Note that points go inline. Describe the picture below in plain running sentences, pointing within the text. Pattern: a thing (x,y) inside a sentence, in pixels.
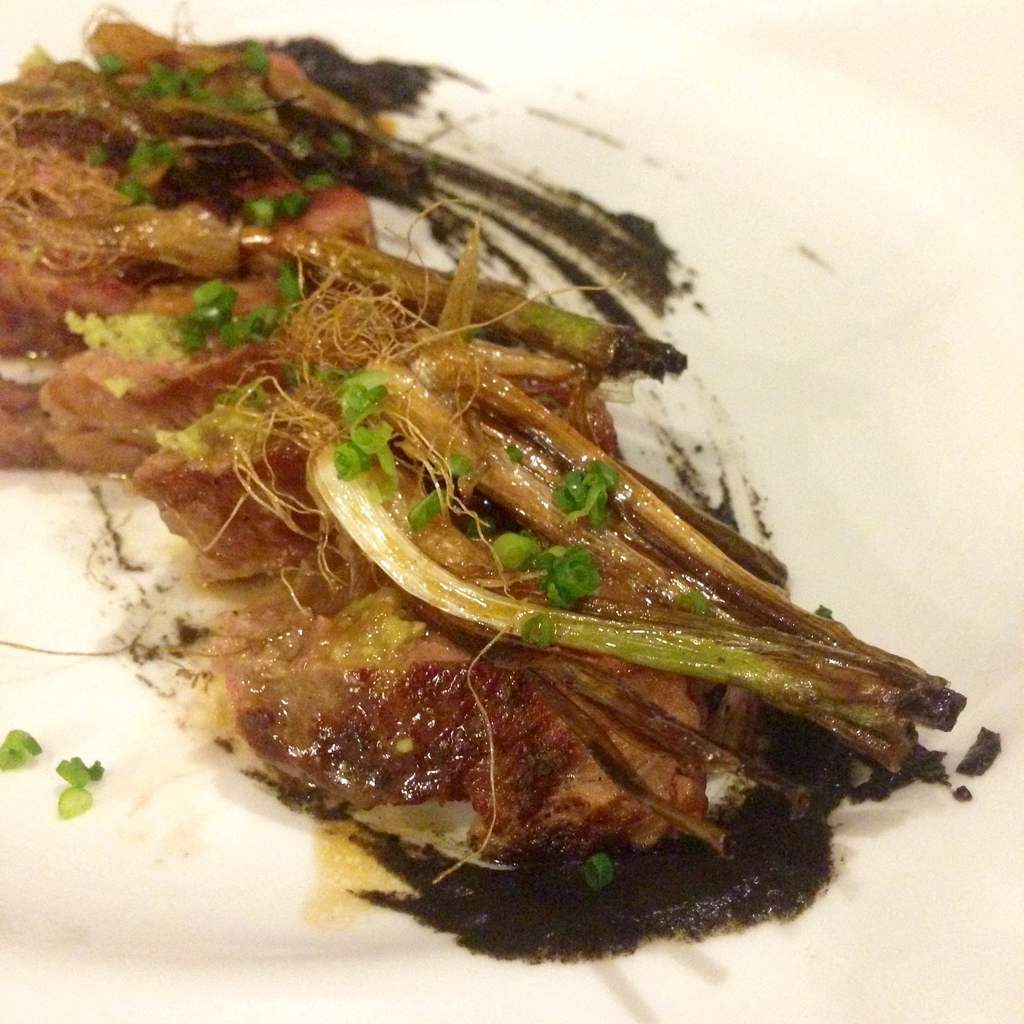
In the image there is some cooked food item (352,468) served on a plate (234,854).
